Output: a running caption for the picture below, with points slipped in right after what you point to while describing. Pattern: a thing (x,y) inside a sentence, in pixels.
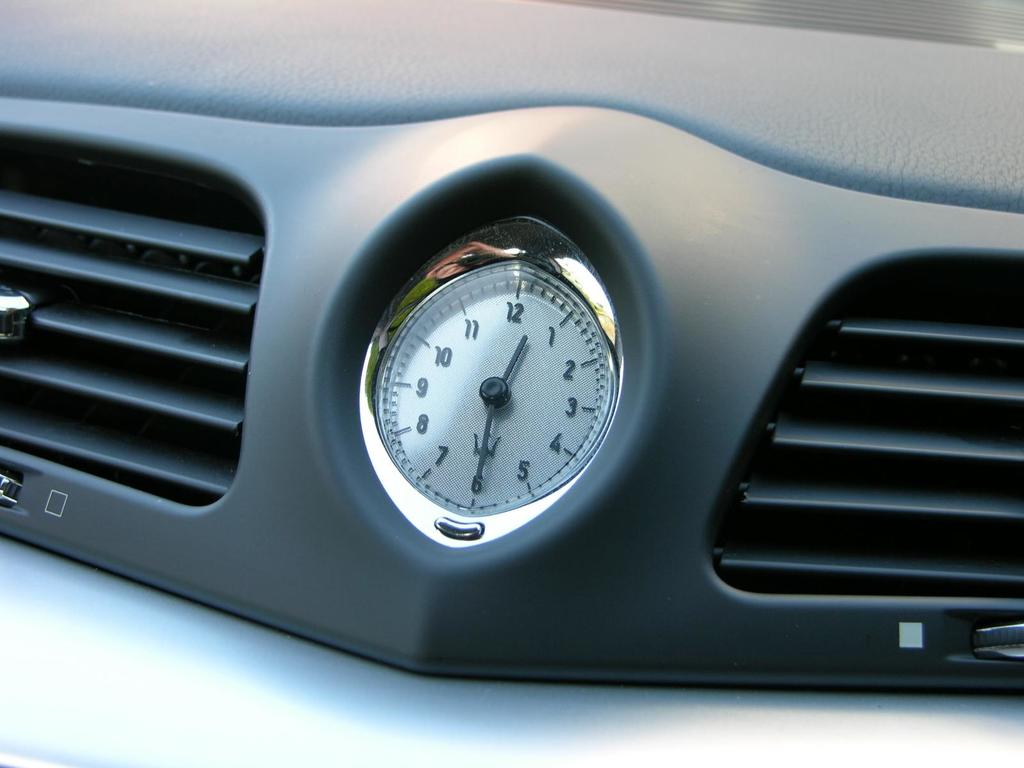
In the image on the black surface (697,438) there is a clock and there are AC grills (56,373). At the top of them there is a black surface (918,96).
